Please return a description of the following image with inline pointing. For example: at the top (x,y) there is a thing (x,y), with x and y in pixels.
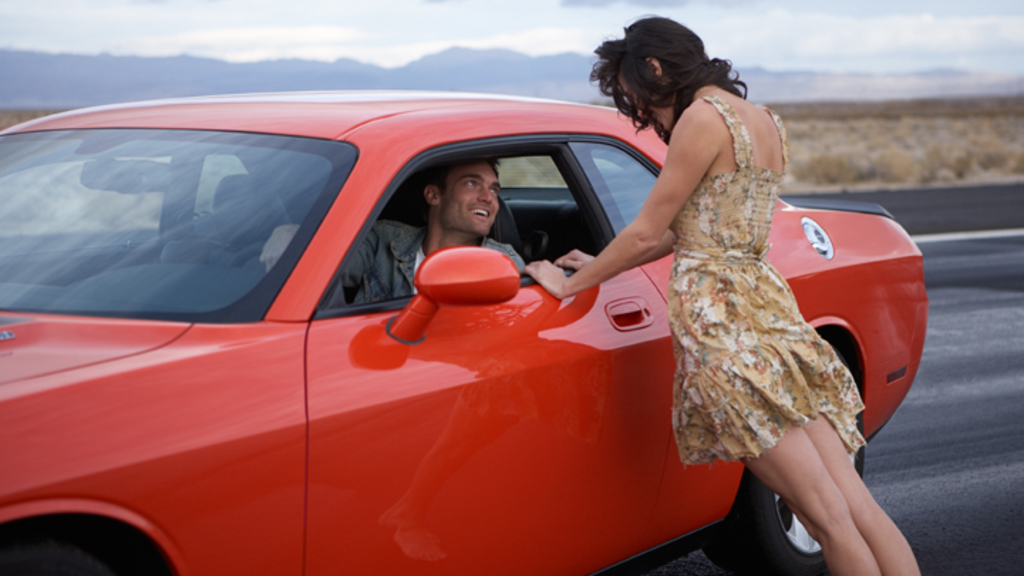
In the picture I can see a woman (720,276) is standing on the road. I can also see a man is sitting in the car (279,376). The car (388,368) is red in color. In the background (444,89) I can see the sky (398,32) and mountains (446,68). The background of the image (340,81) is blurred.
